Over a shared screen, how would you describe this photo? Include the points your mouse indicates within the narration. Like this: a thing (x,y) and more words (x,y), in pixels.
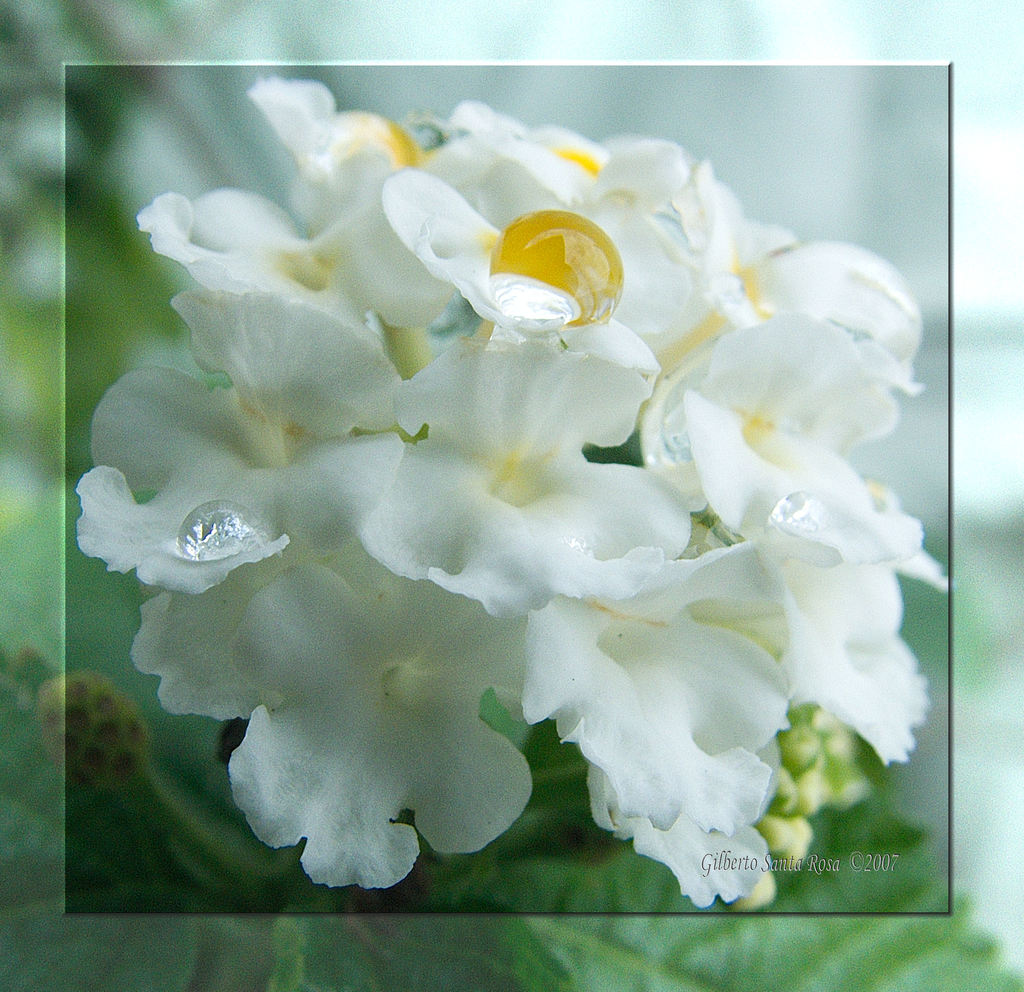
This is an edited image. I can see a bunch of flowers (434,512), which are white in color. At the bottom of the image (858,867), I can see a watermark (826,871). The background (86,39) is blurry.
